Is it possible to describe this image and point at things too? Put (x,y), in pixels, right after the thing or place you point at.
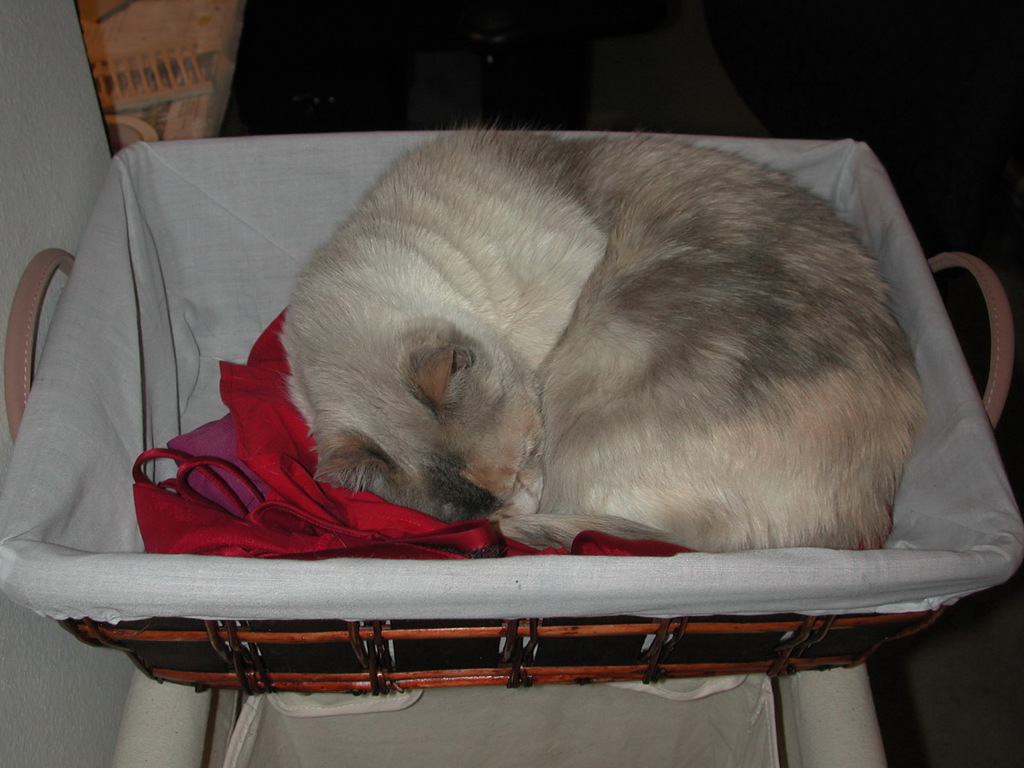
Here in this picture we can see a cat (643,393) laying in a basket (8,370) which is present over there.
